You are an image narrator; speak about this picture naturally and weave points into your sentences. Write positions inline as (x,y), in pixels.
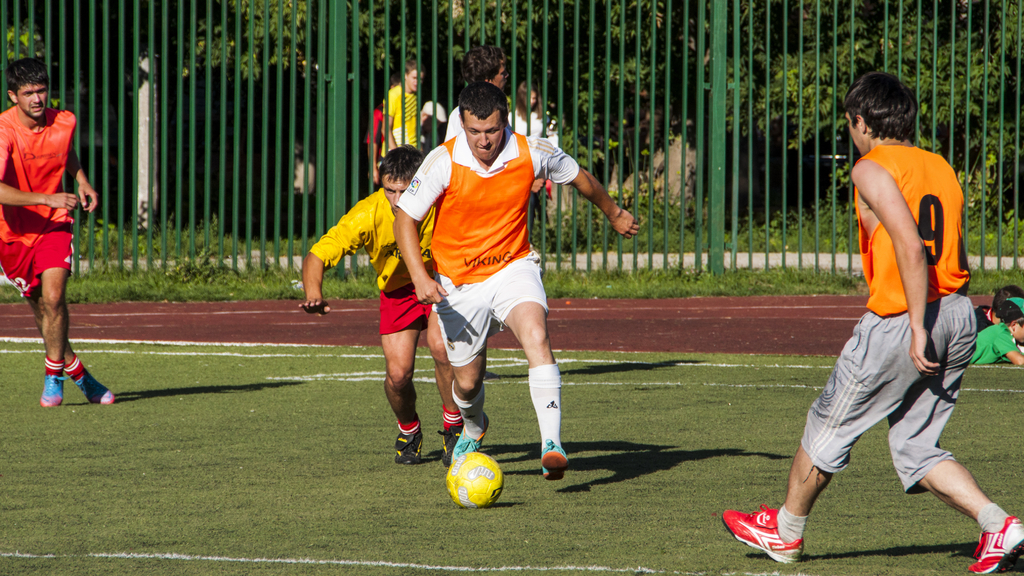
This image is clicked on a sports field (413,511). There are four men (313,255) wearing jerseys (863,249) and playing football. There is a ball (470,482) on the ground (621,513). Behind them there is grass (633,277) and railing (653,168). Behind the railing (606,149) there are few people (399,97) standing on road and trees (312,29). To the right corner of the image (1007,342) there are few people (1005,327) sitting.
